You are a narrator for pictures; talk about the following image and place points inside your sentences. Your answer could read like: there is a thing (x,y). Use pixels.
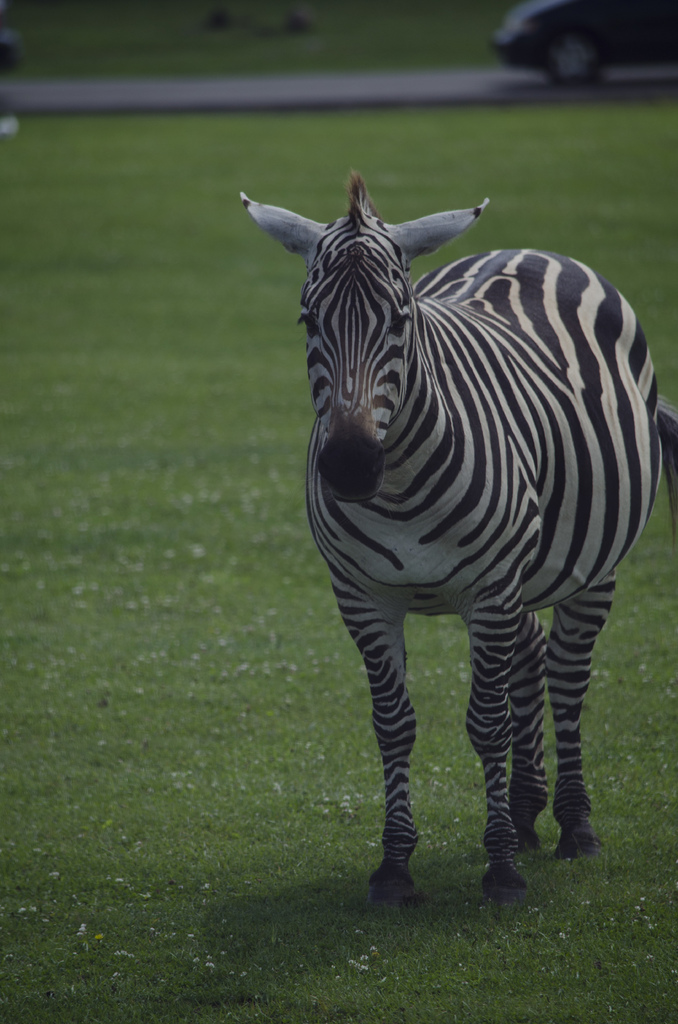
In the picture we can see a zebra (590,496) standing on the grass surface (433,964) and behind it, we can see a road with a half part of a car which is black in color.
